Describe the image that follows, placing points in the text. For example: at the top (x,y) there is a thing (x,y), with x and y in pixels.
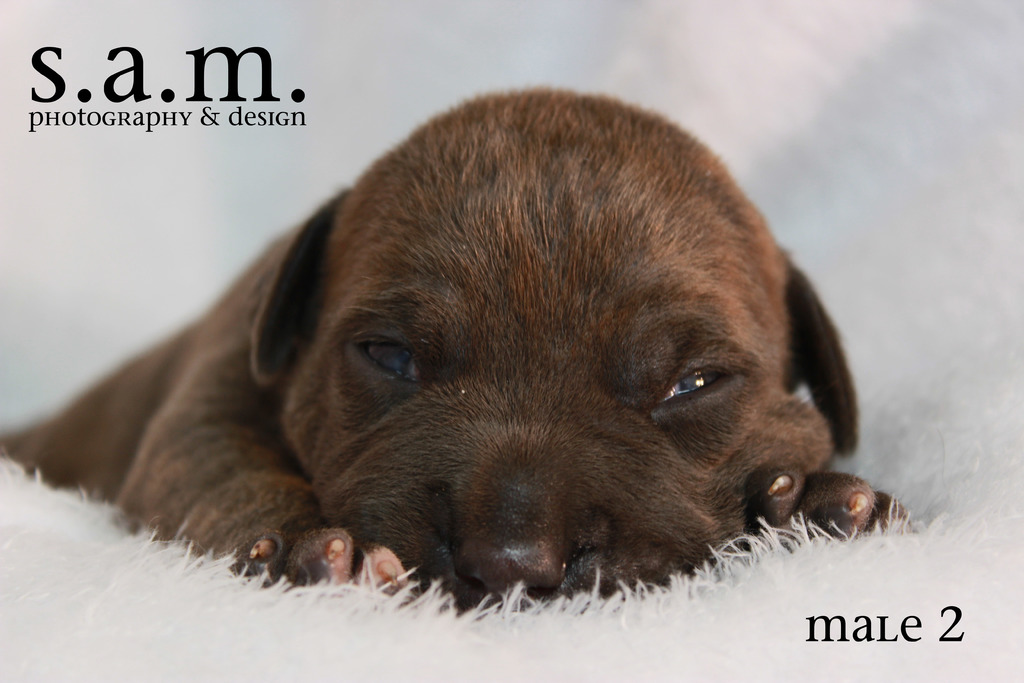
It is the picture in which there is a dog (467,530) sleeping on the white color pillow (652,639).
